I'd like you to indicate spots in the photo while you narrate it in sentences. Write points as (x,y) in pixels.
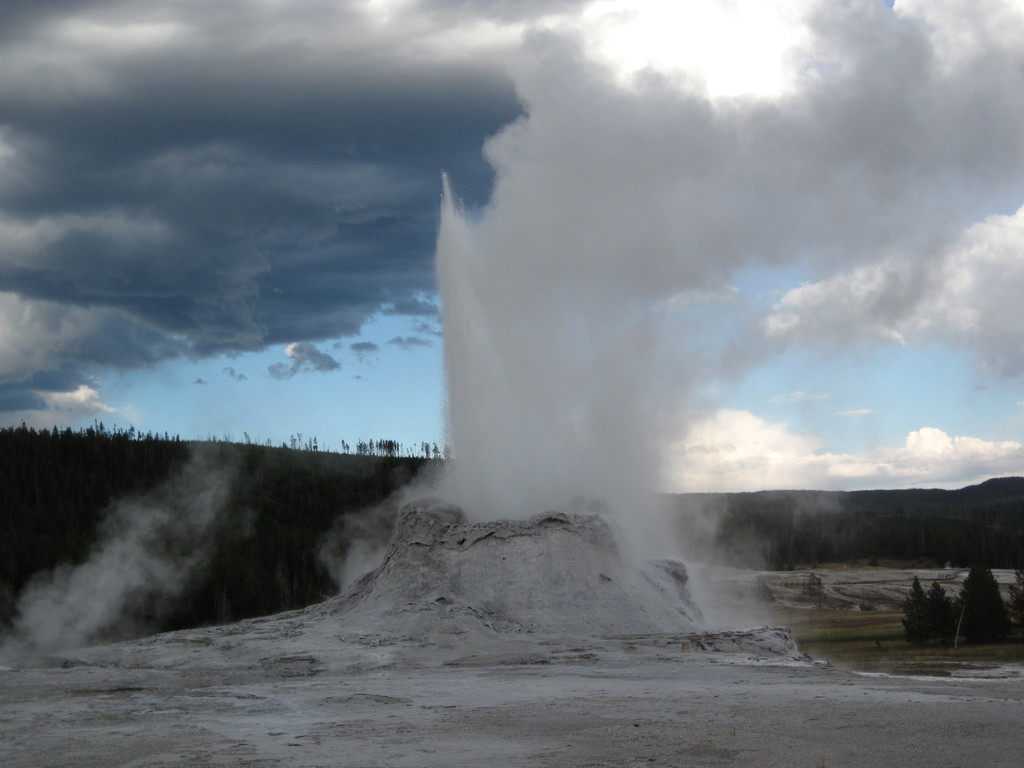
In the picture I can see white smoke (466,507), trees (334,476) and some other objects (661,564) on the ground (453,596). In the background (291,306) I can see the sky (386,307).
